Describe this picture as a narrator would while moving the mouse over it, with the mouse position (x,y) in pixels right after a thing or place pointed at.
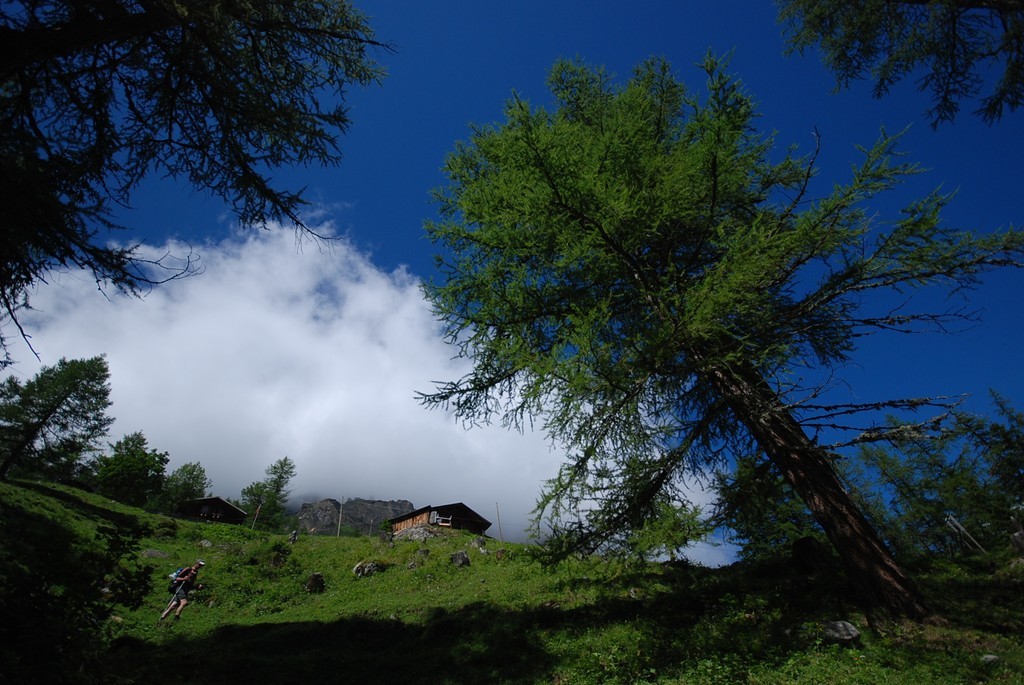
This picture is clicked outside. In the foreground (207,621) we can see a person (188,593) holding some objects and walking on the ground (388,629) and we can see the green grass (23,556), plants (18,620), trees (7,260), houses (472,525) and some other items (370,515). In the background (427,68) we can see the sky (437,69) and the clouds (309,394).
